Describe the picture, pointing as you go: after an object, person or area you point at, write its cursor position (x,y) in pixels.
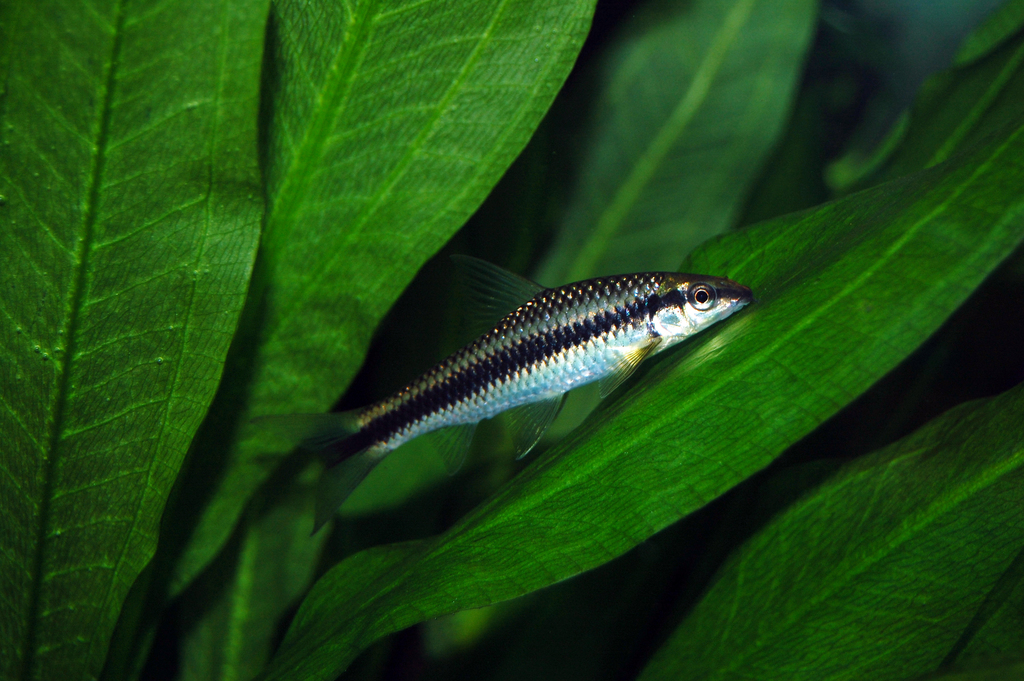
In the image we can see a fish (681,310). Behind the fish (665,288) there are some leaves (664,70).
